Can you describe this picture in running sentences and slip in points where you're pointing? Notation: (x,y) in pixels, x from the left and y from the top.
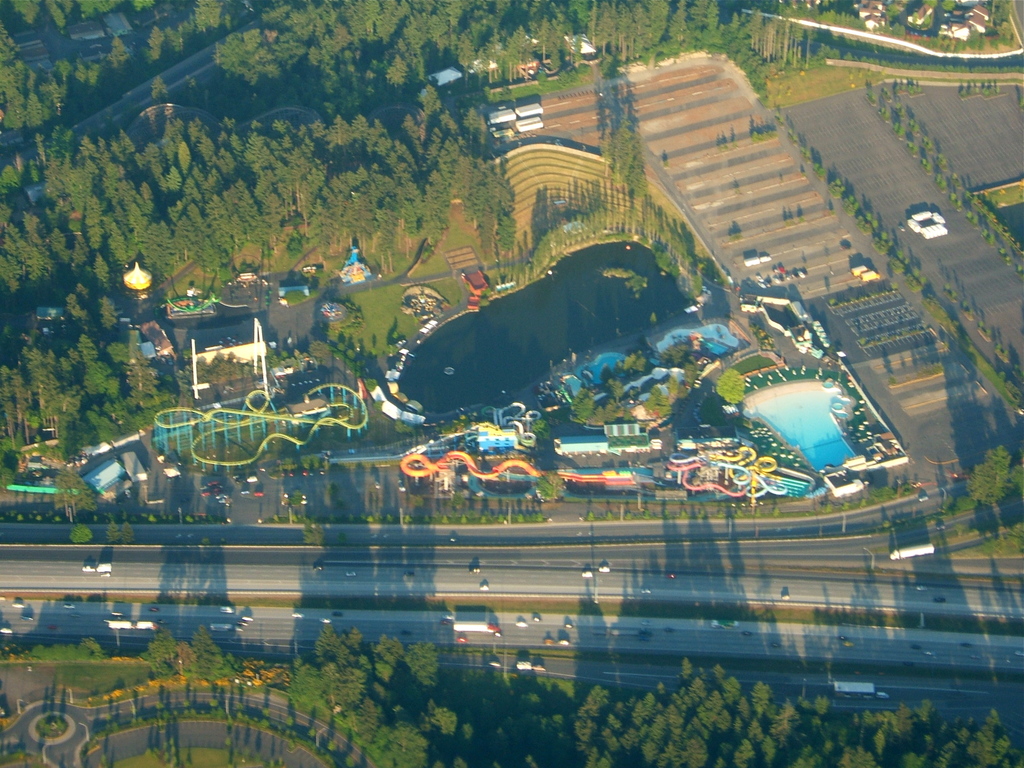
This is an aerial view where we can see trees (436,92), grassy land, vehicles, rides (640,469), swimming pool (778,422), plants (947,305), roads (960,493) and a pond (536,310).
